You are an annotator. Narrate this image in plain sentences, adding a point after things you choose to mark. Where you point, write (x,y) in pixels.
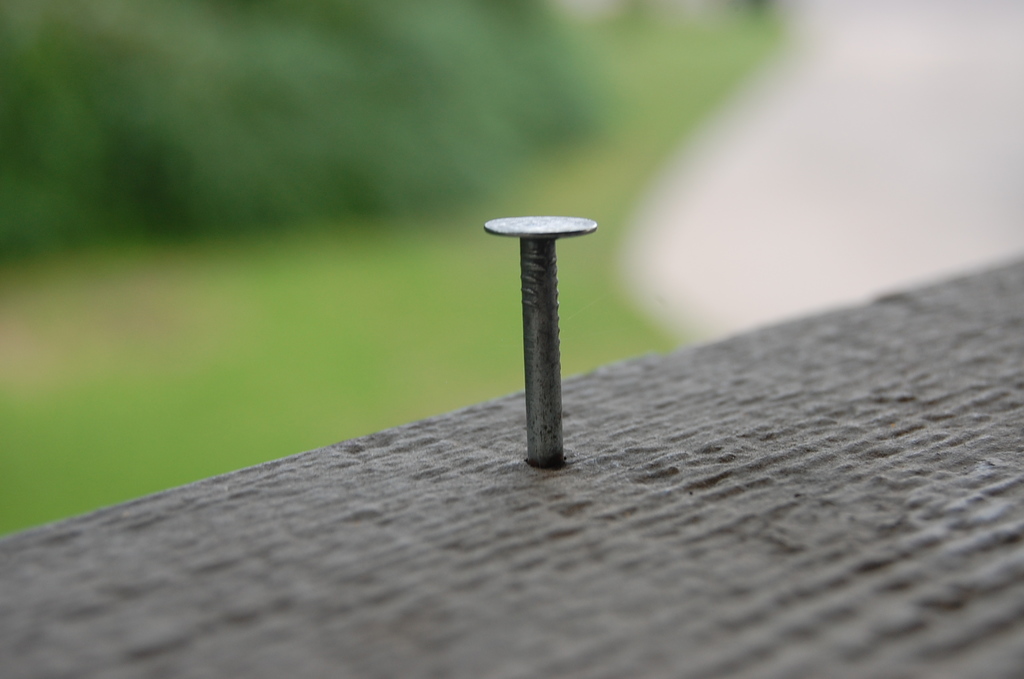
In this image there is an object (566,537) having a nail (554,416) inserted in it. Background (199,219) is blurry.
